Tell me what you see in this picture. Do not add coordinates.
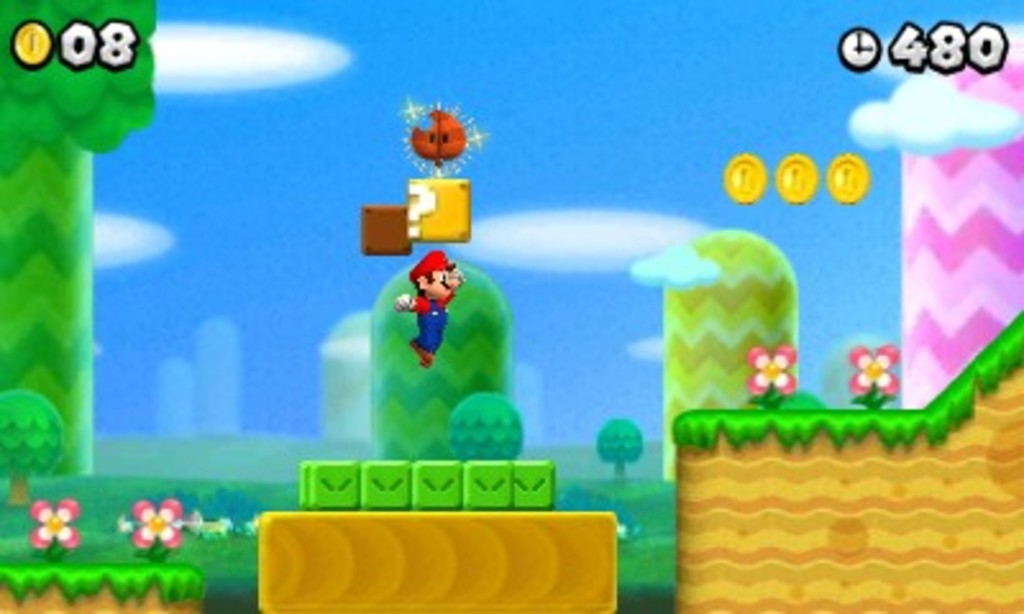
In this picture, it seems like a video game screenshot.
